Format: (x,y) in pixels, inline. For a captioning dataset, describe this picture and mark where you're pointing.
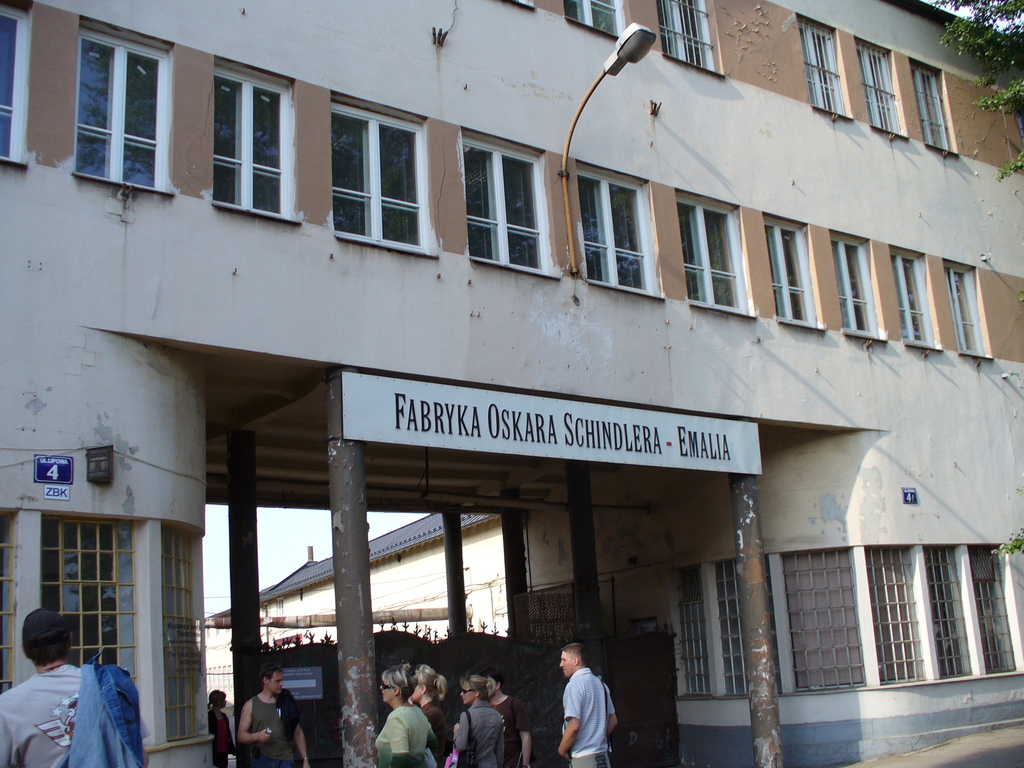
It is a factory (421,240) and there are some people (592,740) standing at the entrance (433,655) of the factory (398,653), beside the factory (1017,150) there is a tree (1018,55) and there are many windows (797,233) to the building (781,116) and in between the windows (774,275) there is a light (584,99).
